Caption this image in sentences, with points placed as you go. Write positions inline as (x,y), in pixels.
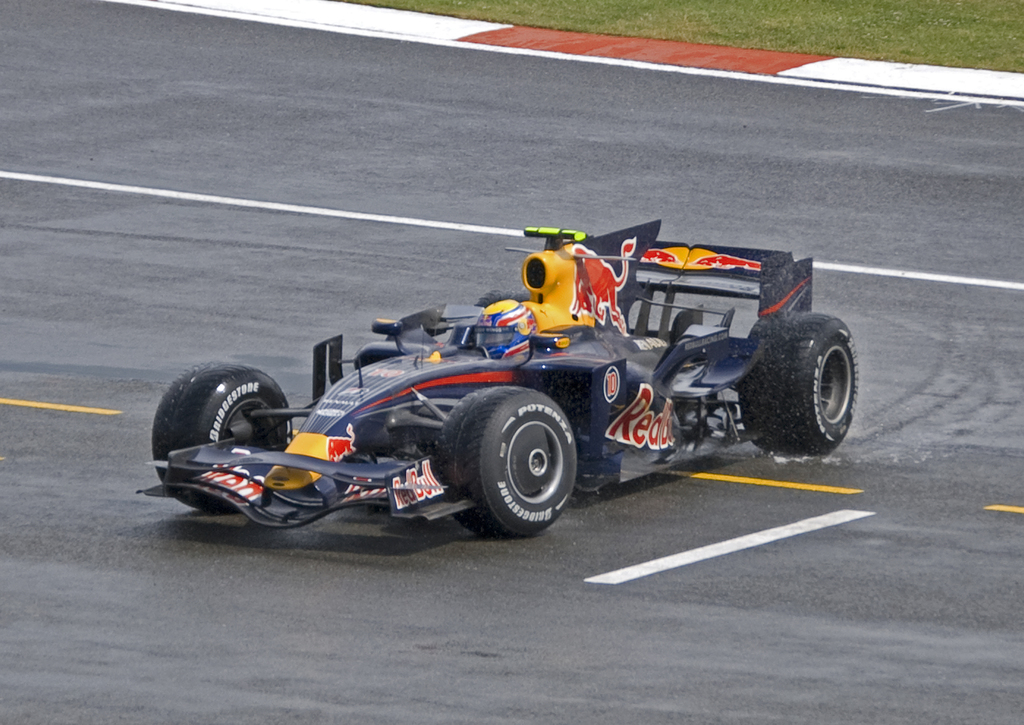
In this image I can see a race car (501,434) on the road (330,293). I can also see a person (498,347) is wearing a helmet (515,342). Here I can see white and yellow color lines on the road (16,706). The race car (532,389) is blue in color.
